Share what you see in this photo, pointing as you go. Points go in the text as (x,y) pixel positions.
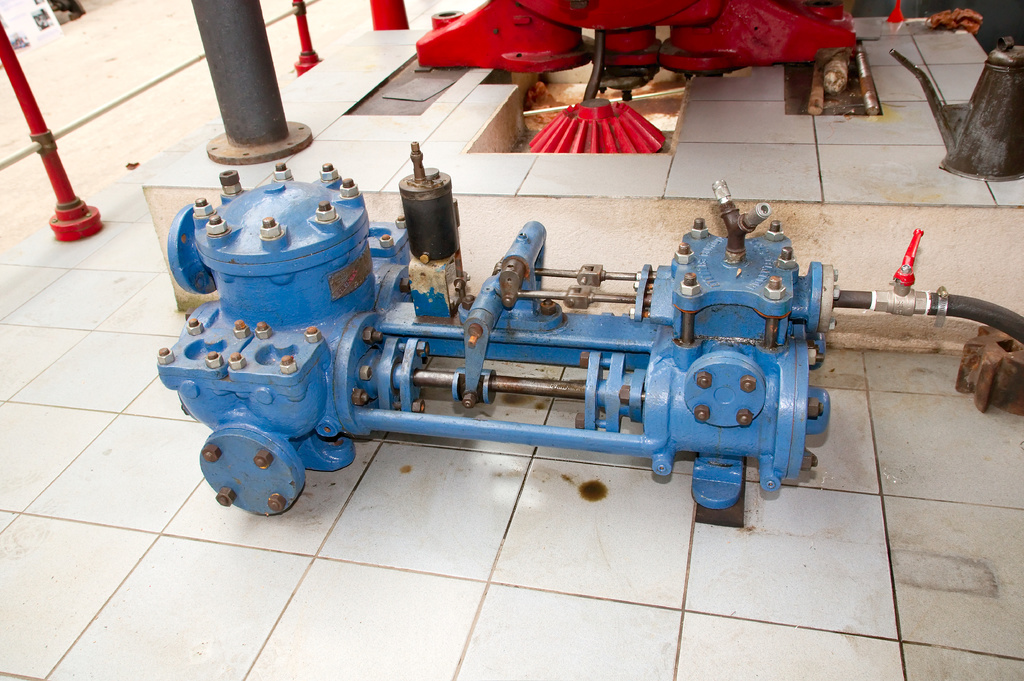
In the foreground of the image (374,382) we can see a machine (272,414) which is in blue color is on the ground (189,492) and in the background of the image (427,69) there is red color machine (442,67) which is also on the ground (756,127), there is oil can (1018,158) and on left side of the image (26,82) there is fencing (6,56).
